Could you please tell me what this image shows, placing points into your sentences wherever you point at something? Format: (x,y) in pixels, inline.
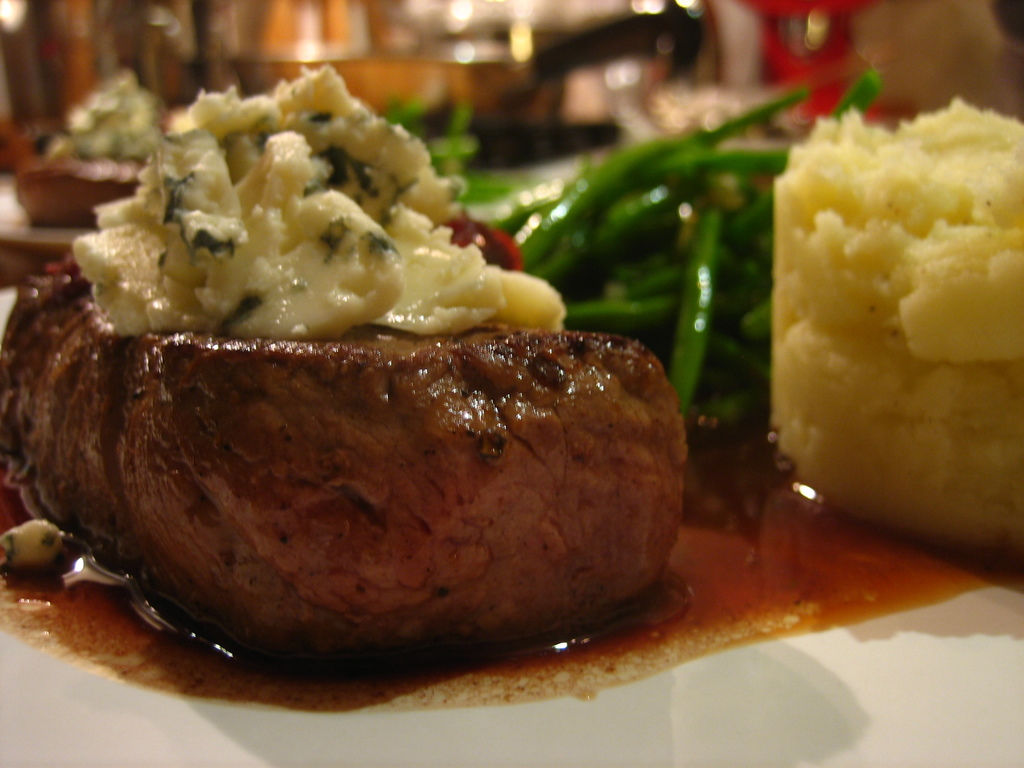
At the bottom of the image (981,719) there is a plate (936,672), in the plate (954,674) there is food (305,349). Behind the plate (998,653) there are some glasses (145,36). Background of the image (128,27) is blur.
